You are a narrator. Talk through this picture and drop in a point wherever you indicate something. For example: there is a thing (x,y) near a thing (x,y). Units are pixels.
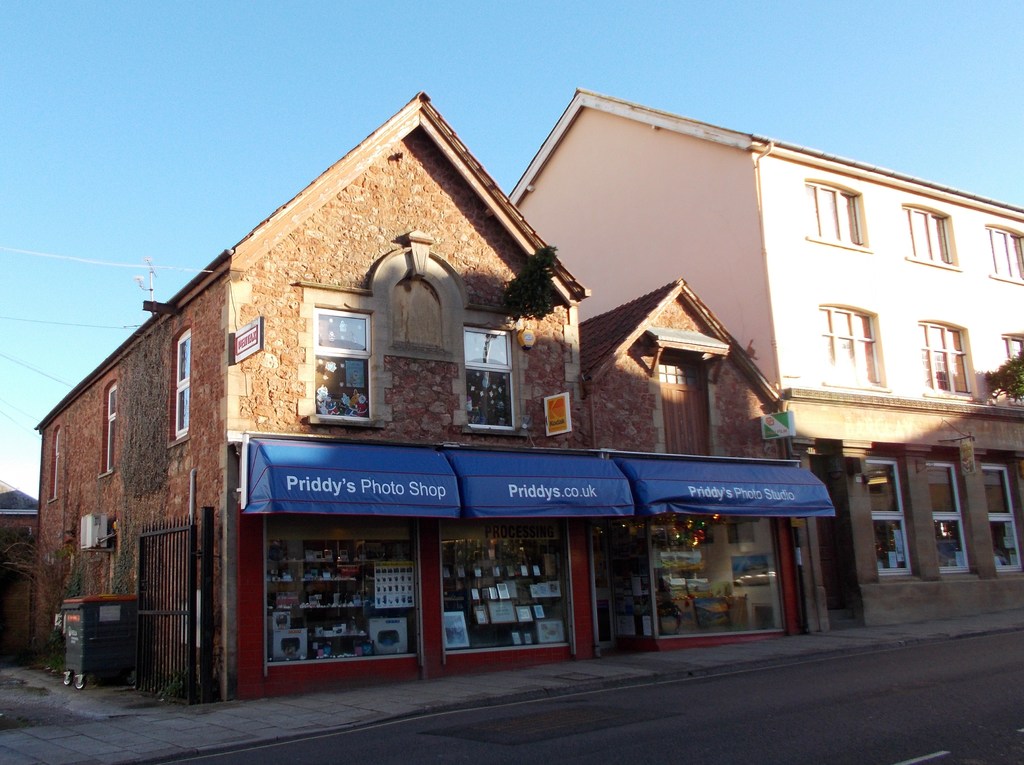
In this image there is a shop (469,537) having few objects (321,602) on the racks (496,605) which are inside the shop (566,570). Beside the shop (319,596) there is a building (865,258). Right side (1008,391) there is a tree (1021,386). Left side (120,661) there is a dustbin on the pavement (441,700). Top of the image (132,252) there is sky (108,181).
